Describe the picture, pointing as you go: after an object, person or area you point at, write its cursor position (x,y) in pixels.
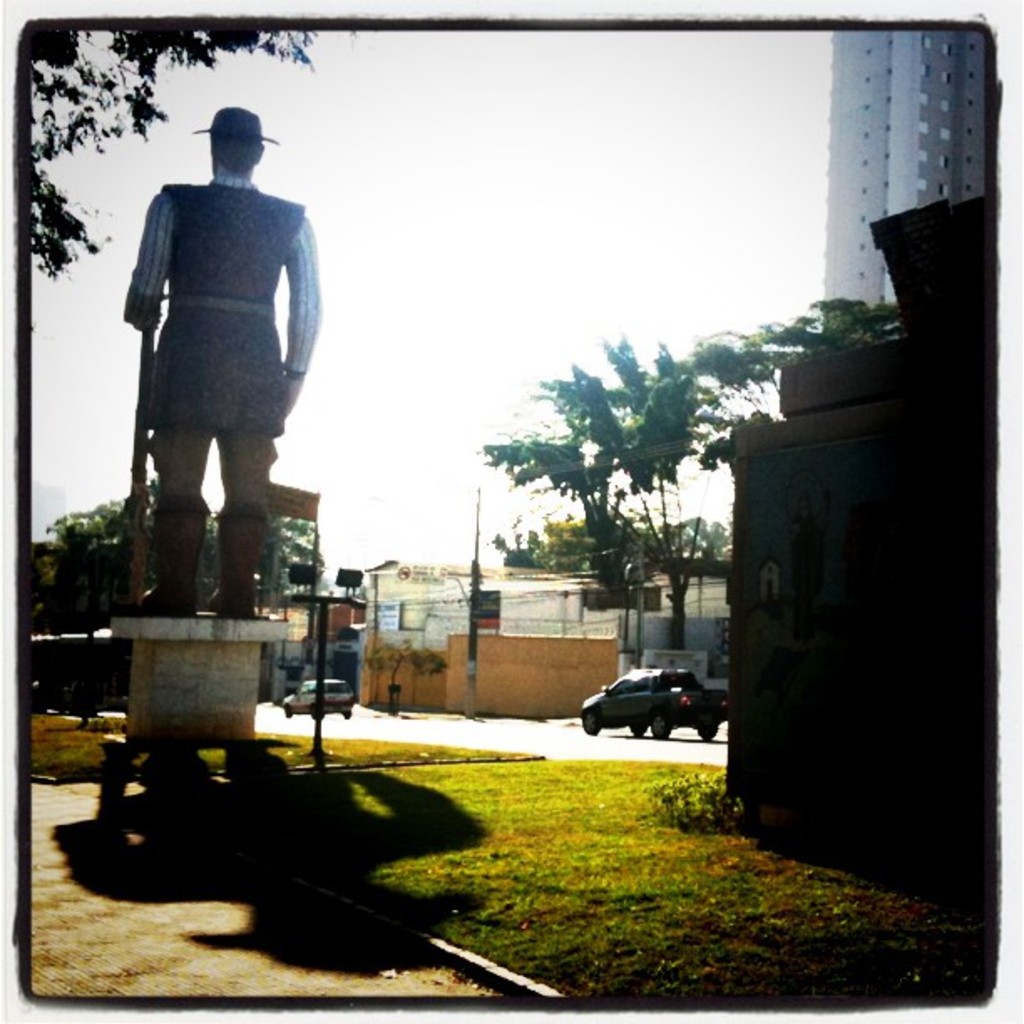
In this image we can see a sculpture (263,421), trees (123,569), plants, grass (622,791), there are some buildings (688,635), vehicles (638,673) on the road (674,757), and a board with some text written on it, also we can see the sky (325,528).
